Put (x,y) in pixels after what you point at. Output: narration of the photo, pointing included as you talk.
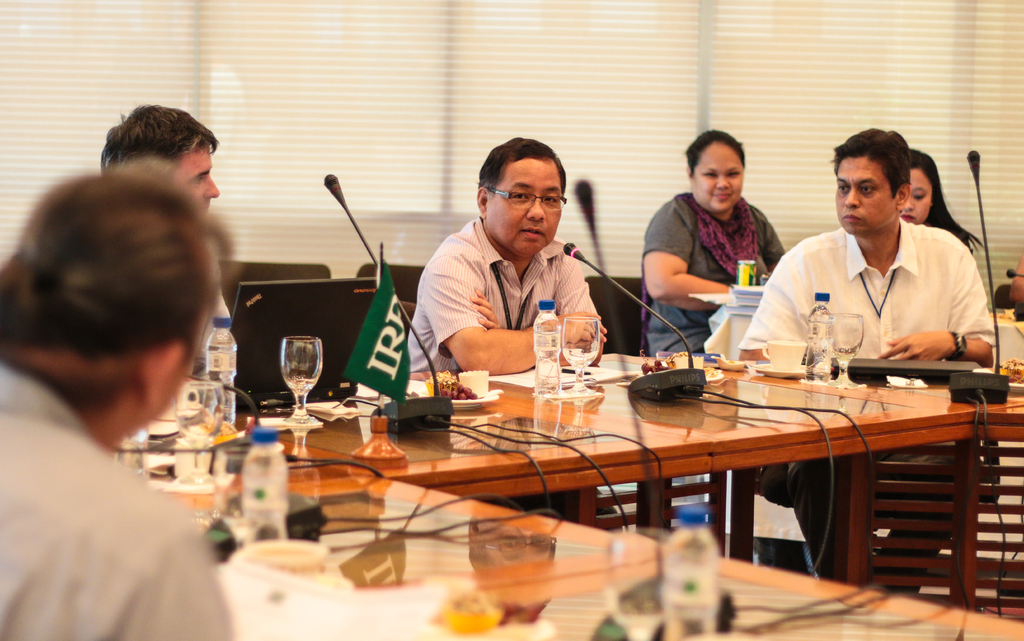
In this image, group of peoples (714,219) are sat on the black chairs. There are few tables (745,415) are placed in-front of them. We can see few items (993,310) are placed on it. And background (832,79), we can see windows (403,68) and shades (548,107).
